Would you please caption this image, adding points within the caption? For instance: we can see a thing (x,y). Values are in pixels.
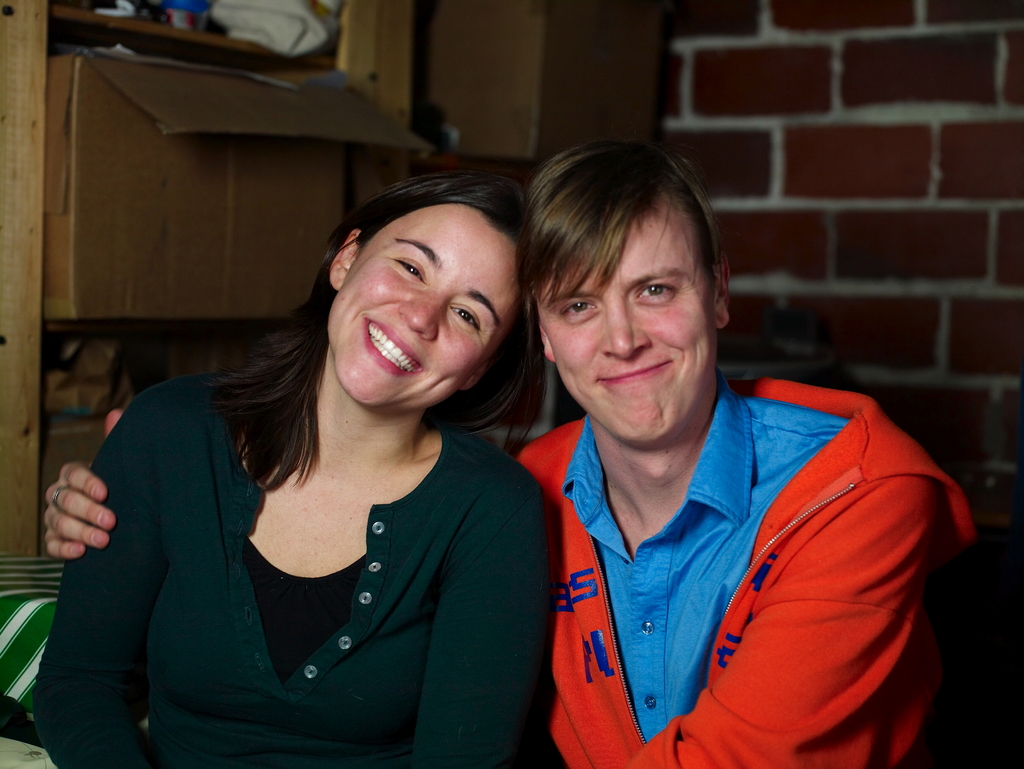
In this image on the left side (131,586) a beautiful woman (326,612) is smiling. She wore green color coat (224,689), black color top (304,658). Beside her there is another person (762,513) also smiling. This person (794,570) wore orange color coat (783,571), behind there is the brick wall (830,162).
